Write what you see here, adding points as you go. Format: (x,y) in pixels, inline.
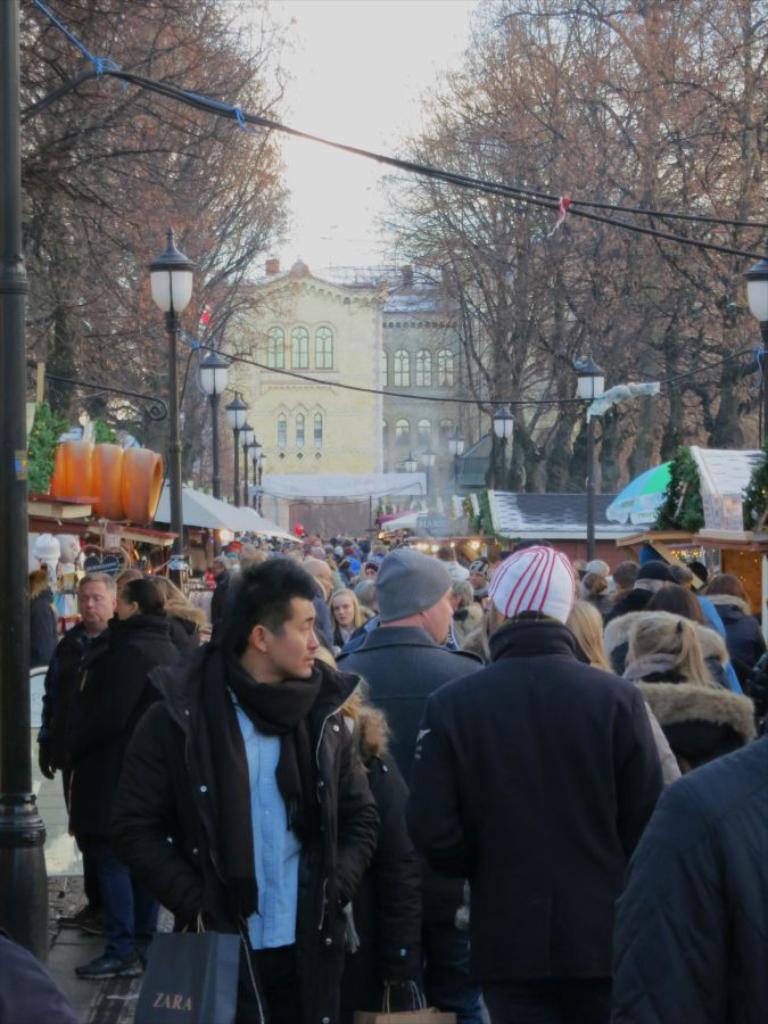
In the picture we can see a street (76,993) and a number of public (270,921) in the street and on the other sides of the path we can see shops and trees (685,128) which are dried and in the background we can see a building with windows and sky (304,58) behind it.
